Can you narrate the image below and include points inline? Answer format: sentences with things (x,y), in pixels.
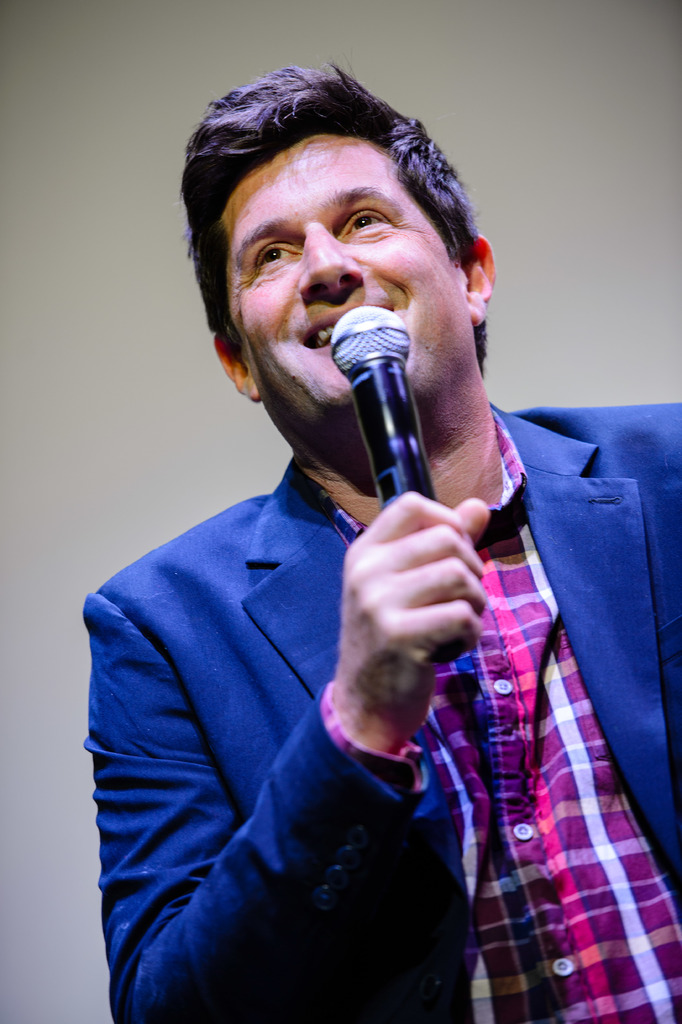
In the image we can see man (445,354) is holding microphone (381,406), and he is smiling that which can see on his face (340,388).
